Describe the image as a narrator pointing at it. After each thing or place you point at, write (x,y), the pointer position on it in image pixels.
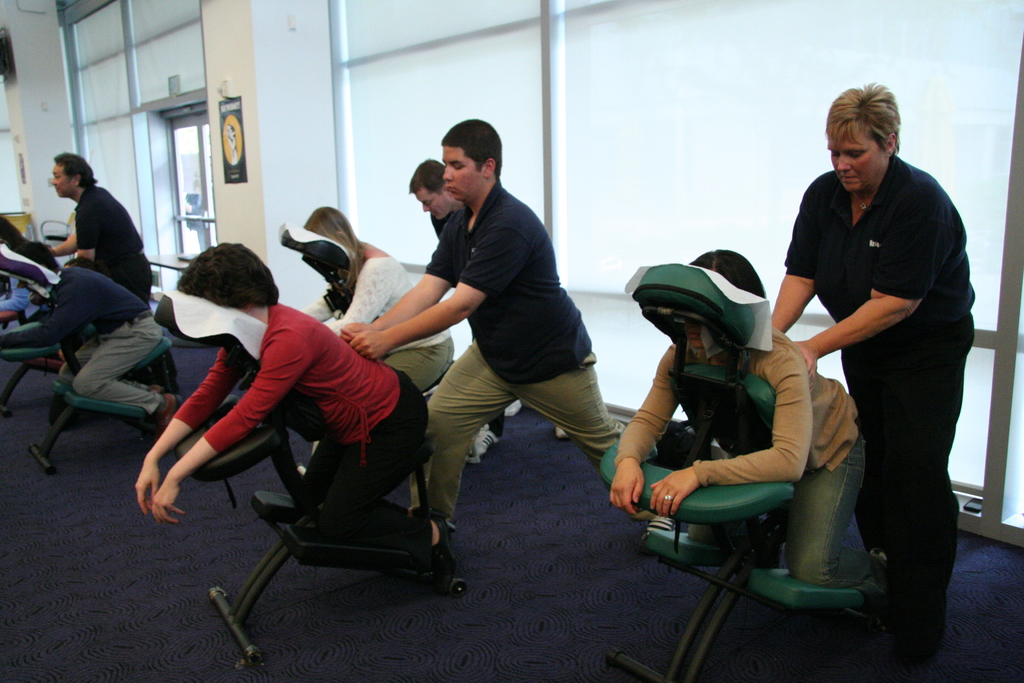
In the image few people (253,413) were taking the massage therapy and behind them there are many windows (815,136) and there are two pillars (229,45) in between the windows (158,62).
